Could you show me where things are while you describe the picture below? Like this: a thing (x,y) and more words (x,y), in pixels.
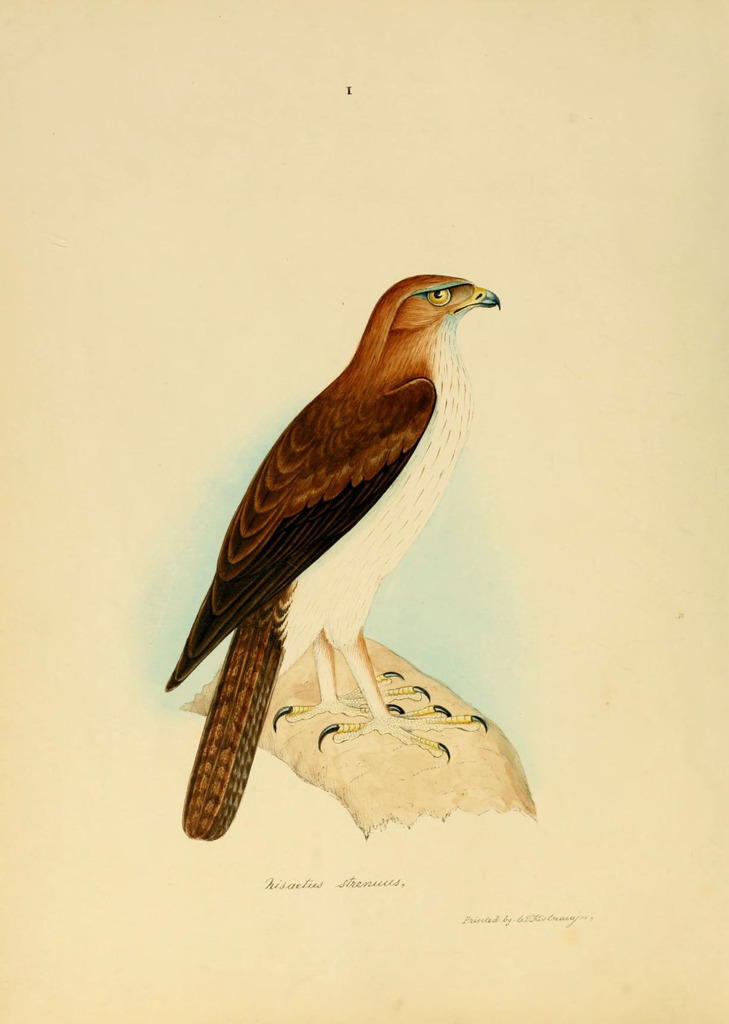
In this image, there is a picture (117,208), in that picture (226,220) is a bird (316,461) which is in brown and in white color.
